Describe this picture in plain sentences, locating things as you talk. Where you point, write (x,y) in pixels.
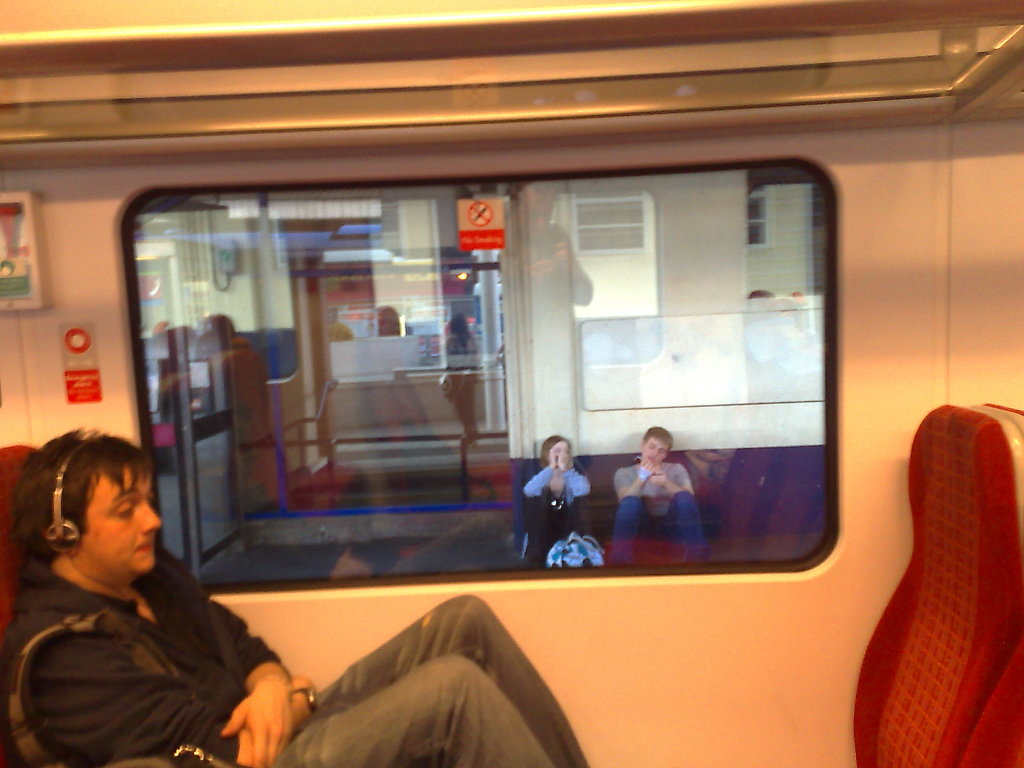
In the picture we can see inside the train (944,283) with a man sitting near the glass window (241,301) and listening to songs in the headset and from the glass window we can see a man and a woman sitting on the floor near the wall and besides them we can see a person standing near the counter (373,398).
